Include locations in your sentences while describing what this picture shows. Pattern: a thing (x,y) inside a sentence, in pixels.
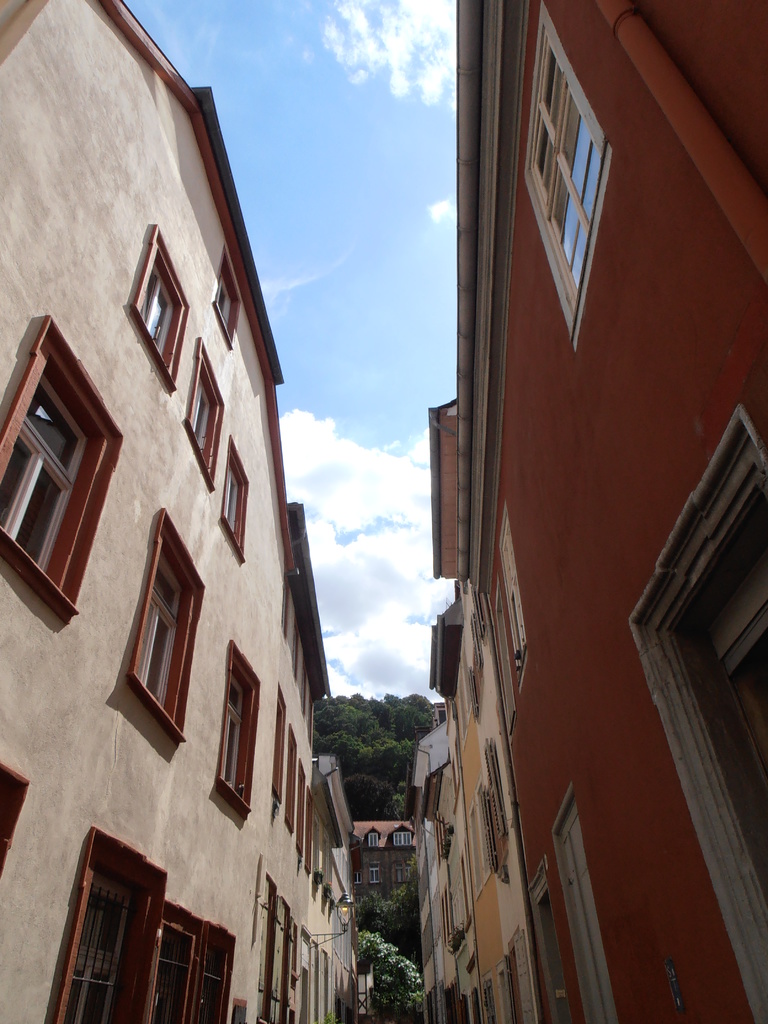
On the left (203,592) and right side of the image (529,711) we can see there are buildings (488,748). In the background of the image (366,755) there are trees (383,724) and sky (362,547).
